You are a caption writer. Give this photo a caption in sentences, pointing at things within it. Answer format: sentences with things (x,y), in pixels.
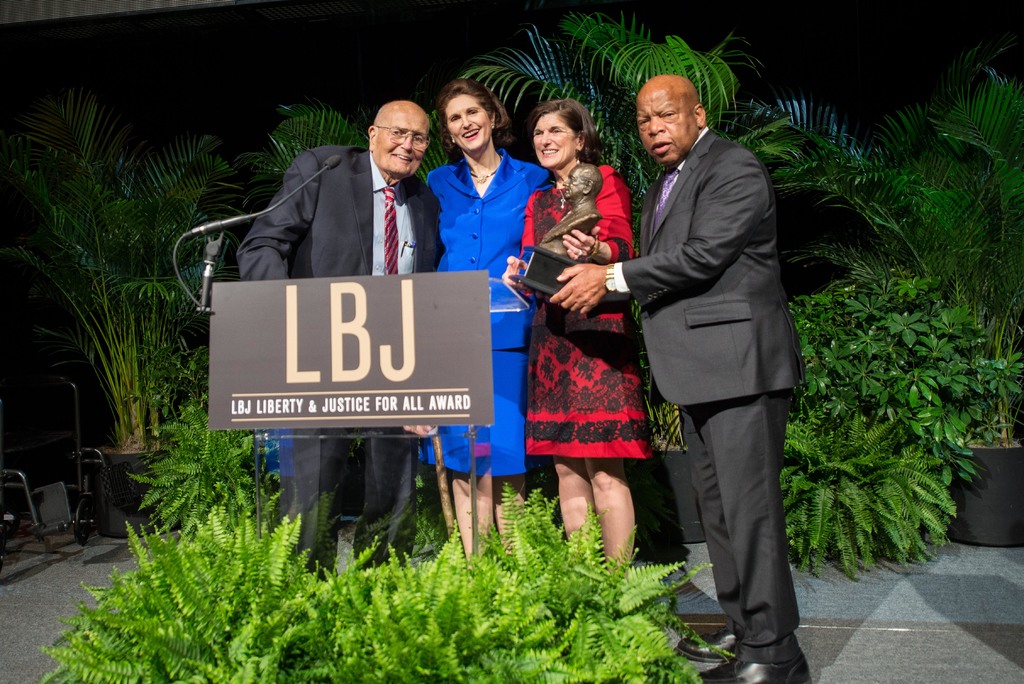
In this image I can see four persons (699,263) visible in back of the board (284,308), on the board (305,318) I can see a text (285,351) and mike (202,231) attached and I can see two persons (609,228) holding sculpture (557,263) and at the bottom (578,601) I can see plants (593,598) and back side I can see plants (992,157) and flower pot (111,496) and this picture is taken during night.
